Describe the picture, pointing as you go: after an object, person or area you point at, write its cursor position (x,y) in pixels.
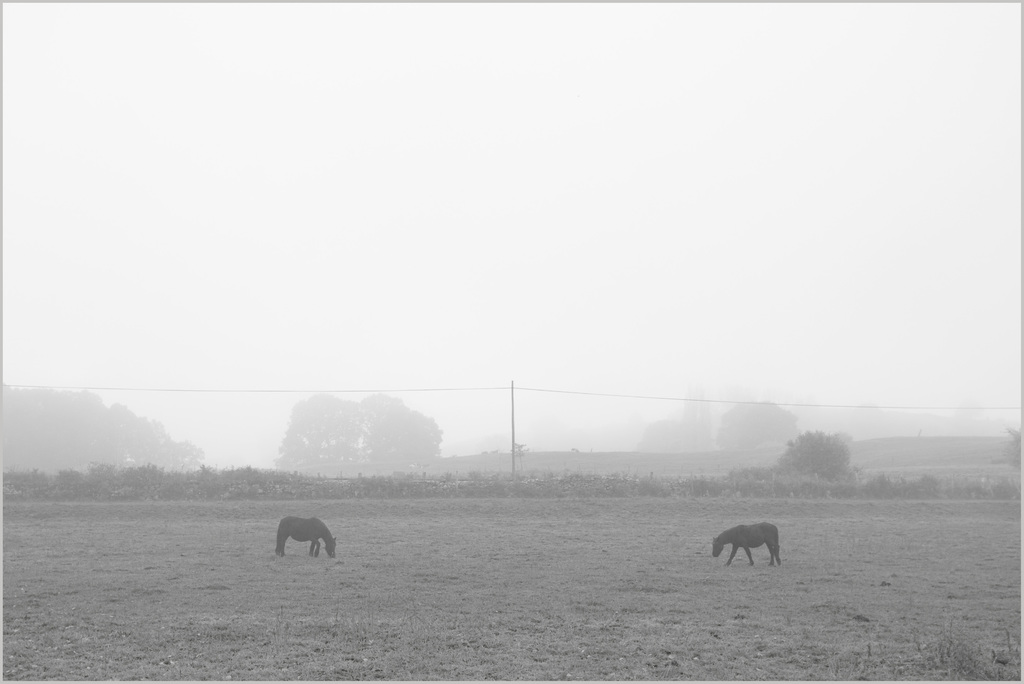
In this image I can see horses (774,542) on the ground (448,542). In the background (319,452) I can see trees (435,450), poles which has wires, plants (462,486) and the sky (480,270). This image is black and white in color.
